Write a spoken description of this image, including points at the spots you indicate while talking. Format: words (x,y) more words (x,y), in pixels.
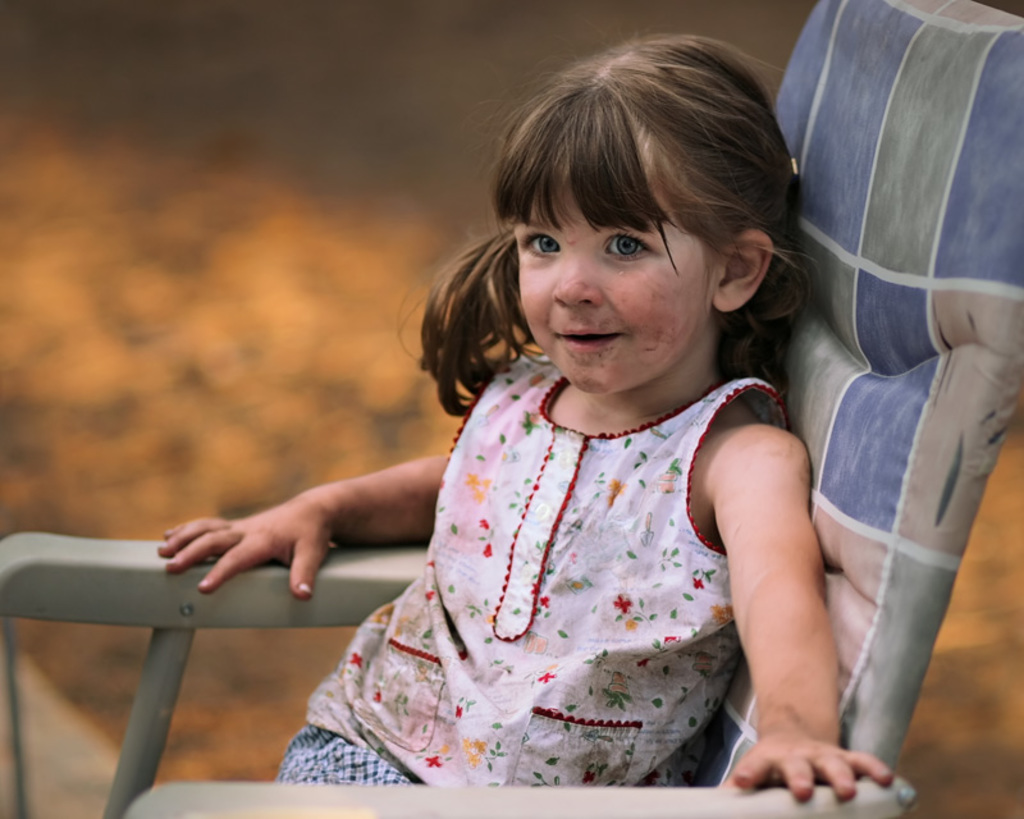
A girl (581,64) is sitting in a chair (819,383).
